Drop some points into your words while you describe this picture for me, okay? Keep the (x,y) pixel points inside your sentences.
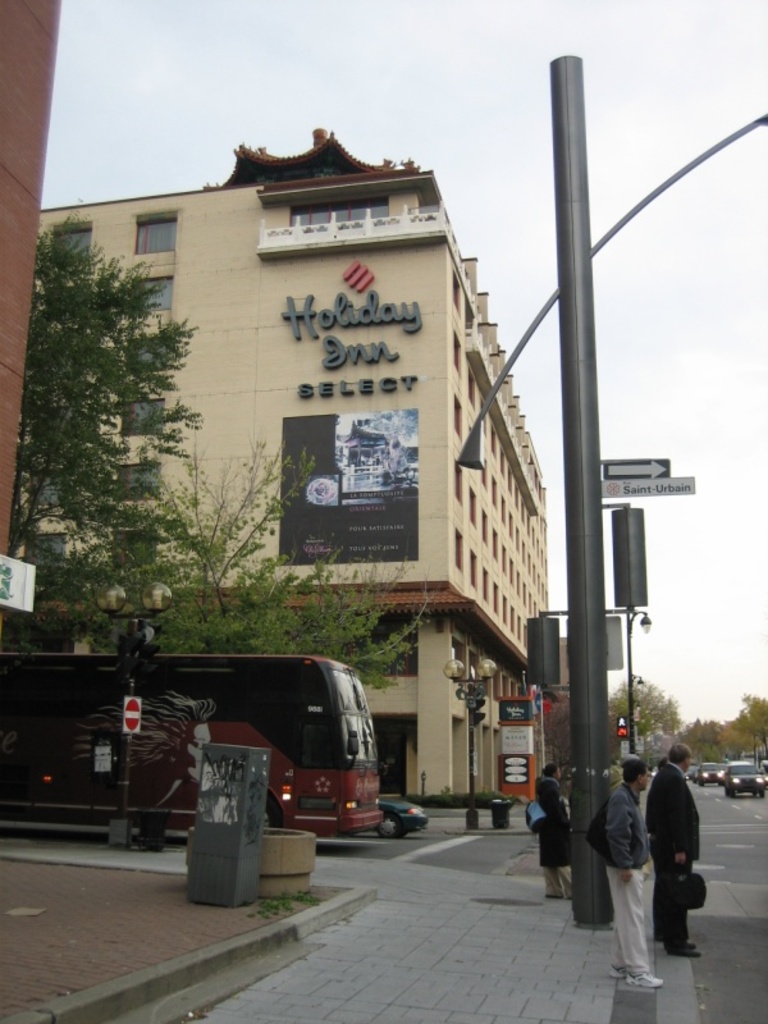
In this image I can see there is a road (731,868). On the road (745,841) there are cars (727,778), Bus (246,728), Light pole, street light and a sign board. And beside the road (721,787) there is a sidewalk (492,957) and the person (550,844) standing. And at the back (315,454) there is a building (385,379) and trees (102,509). And at the top (401,28) there is a sky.
